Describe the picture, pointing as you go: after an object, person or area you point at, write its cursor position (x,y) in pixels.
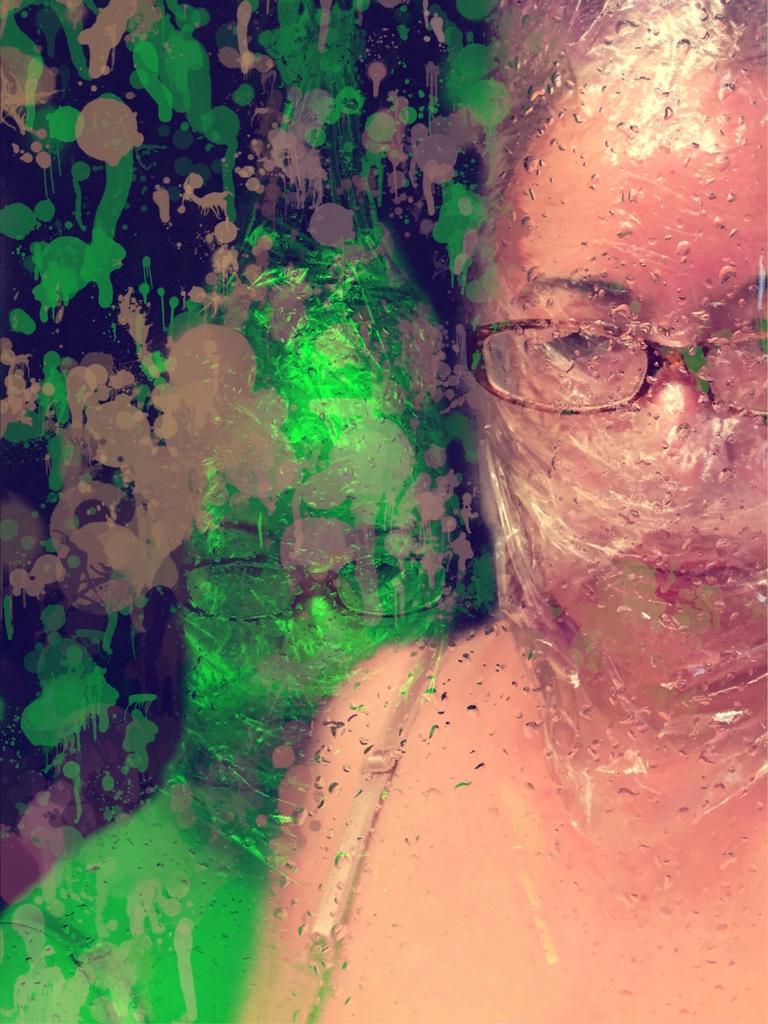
In this image we can see a woman (684,180) wearing spectacles (535,403) here. Here we can see the paint (74,694) and reflection (261,619) of her.
